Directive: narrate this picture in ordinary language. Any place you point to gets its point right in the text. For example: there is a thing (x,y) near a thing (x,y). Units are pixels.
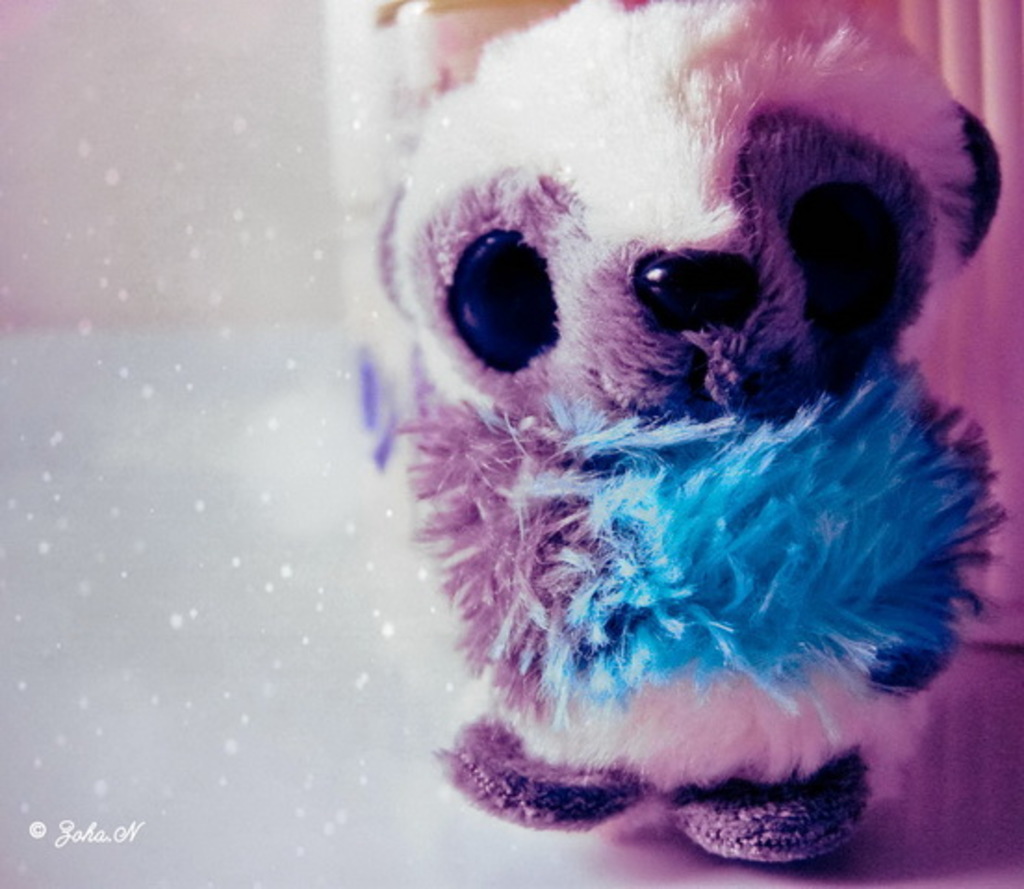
There is a doll (657,483). In the background (230,297) it is blurred. And there is a watermark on the left corner (77,825).
